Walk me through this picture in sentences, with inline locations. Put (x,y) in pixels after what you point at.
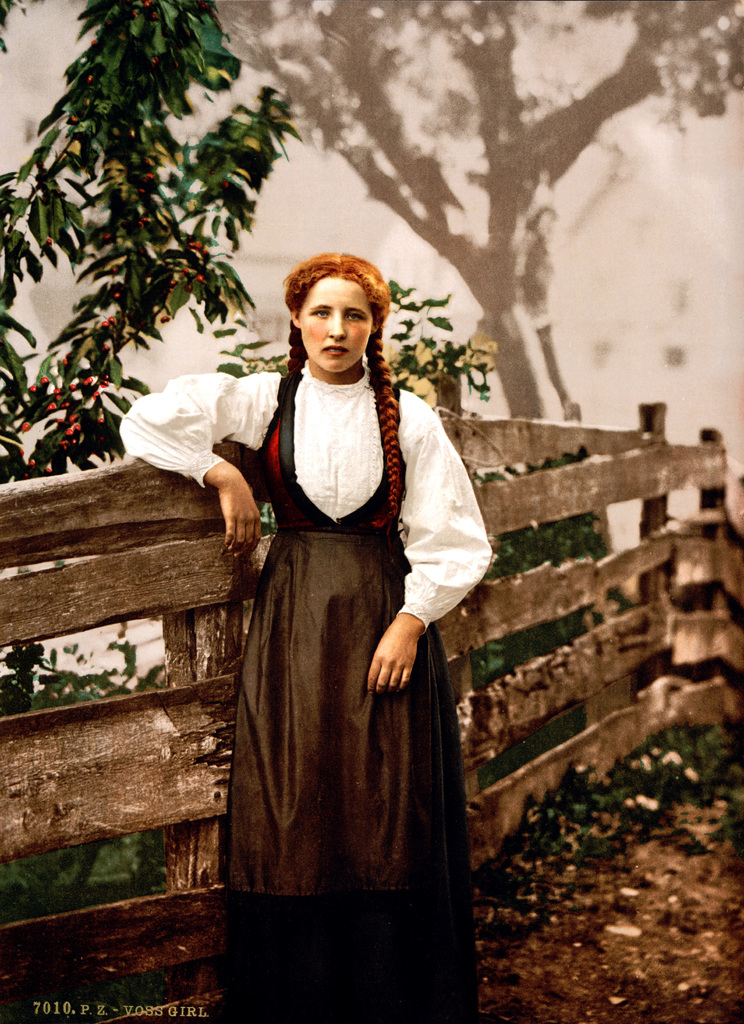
In this image we can see a woman (330,538) standing and posing for a photo and there is a wooden fence (522,589) and we can see some plants (525,650) and trees (434,173).
